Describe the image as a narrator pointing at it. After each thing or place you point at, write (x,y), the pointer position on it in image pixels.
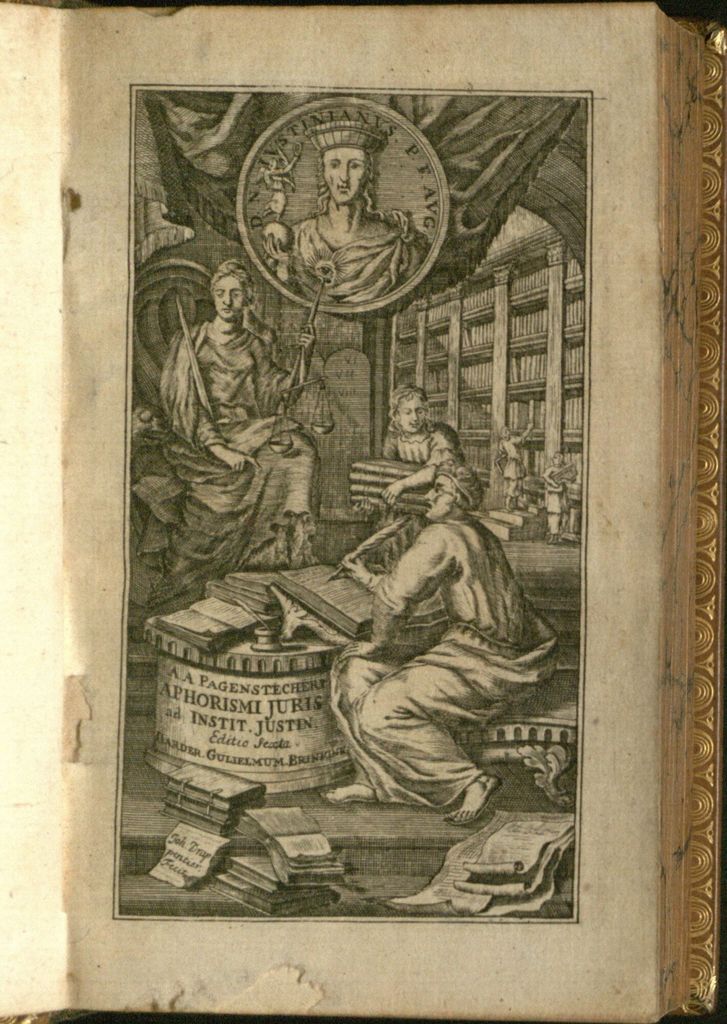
In this picture I can see a paper (235,469) in front (226,702), on which I see the depiction picture (343,275), on which I see persons (300,451) and I see few things (316,831) on the bottom of this image (284,822) and I see a thing (186,684) on which there is something written.
